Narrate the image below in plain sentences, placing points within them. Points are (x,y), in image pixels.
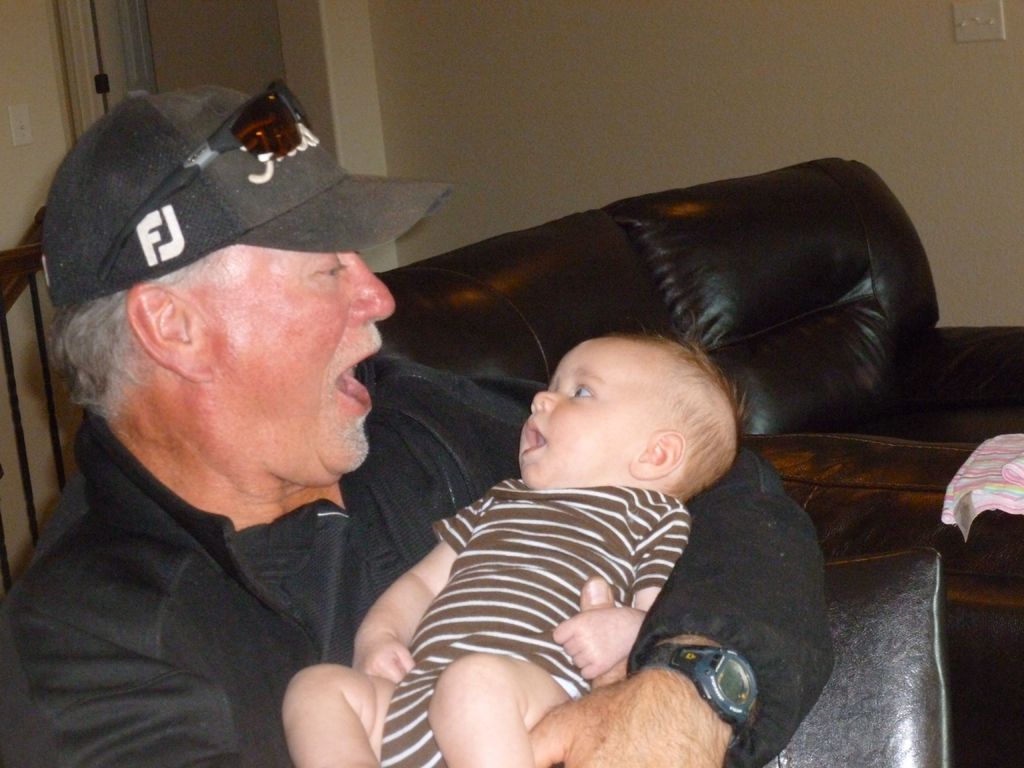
To the left side of the image (137,584) there is a man (279,421) with black jacket (428,439) is sitting and in his hands (570,712) there is a baby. And to his hand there is a watch (728,663). Beside him there is a black sofa (939,375) with a pink cloth (987,469) on it. To the left corner of the image (33,303) there is a railing (46,355). In the background (521,67) there is a wall (595,139).
